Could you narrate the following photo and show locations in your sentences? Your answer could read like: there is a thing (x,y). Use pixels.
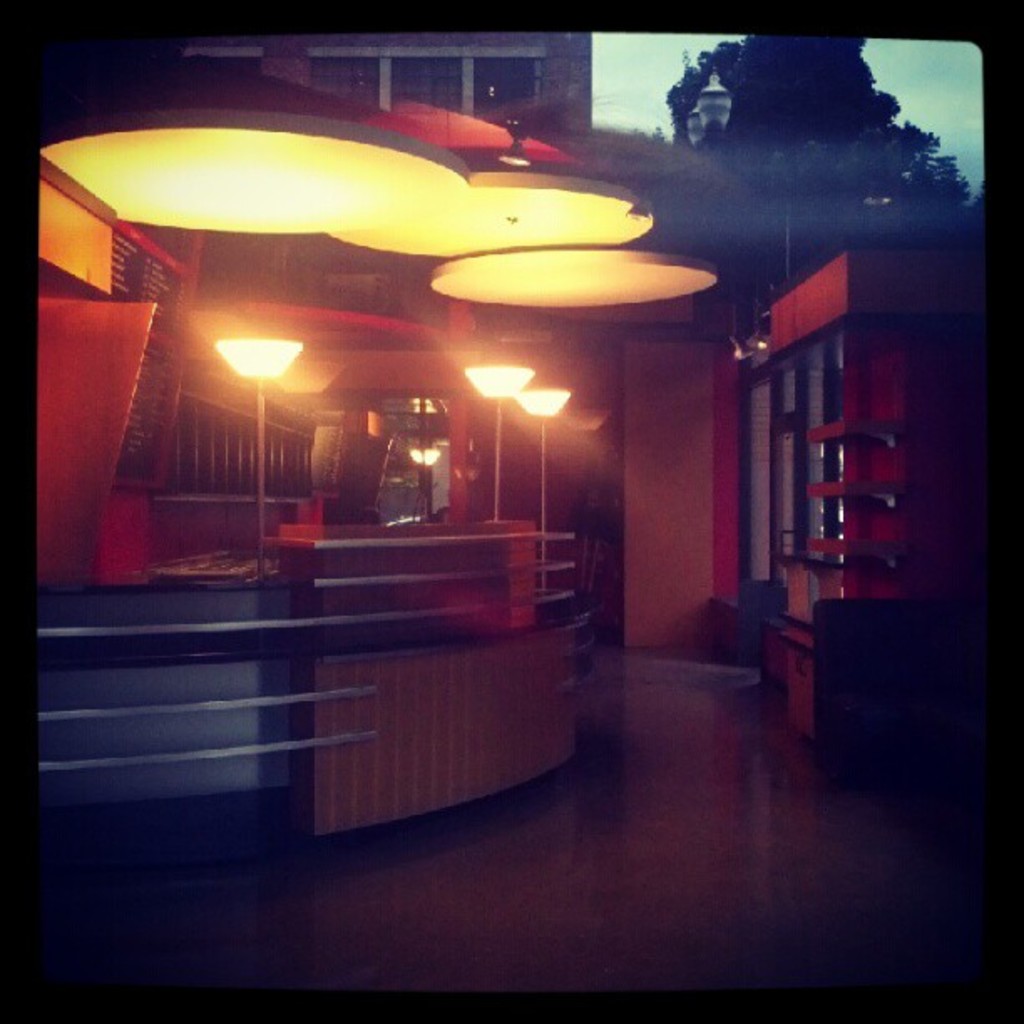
In this picture, it seems to be there is a desk (473,538) in the center of the image (432,676) and there are lamps (474,296) above it and there is a building (494,90) and a tree (814,132) in the background area of the image (775,201).
